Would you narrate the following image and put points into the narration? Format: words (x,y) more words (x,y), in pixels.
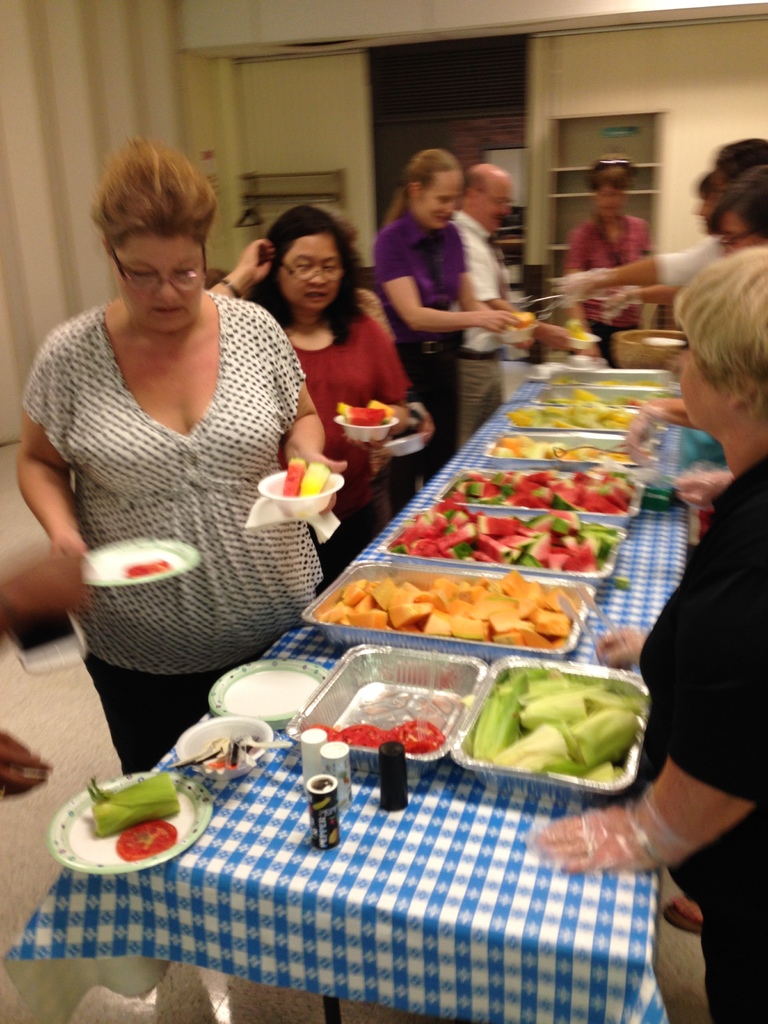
In the image we can see group of persons (200,536) were standing around the table (478,458). On table (466,458) there is a food items (490,588). In the background (355,25) we can see the wall (297,135).
